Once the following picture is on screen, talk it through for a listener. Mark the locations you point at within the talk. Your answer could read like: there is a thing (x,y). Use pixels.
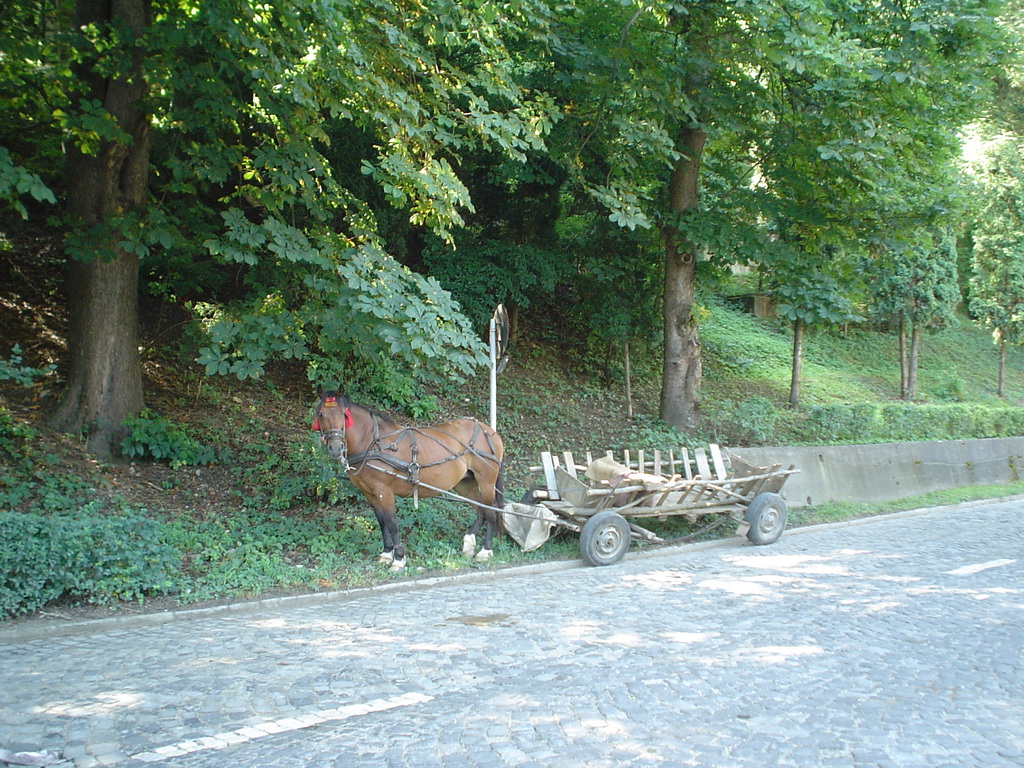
This picture is taken beside the road (726,714). In the center (491,468), there is a horse (422,425) tied with a rope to a cart (633,492). At the top (417,143), there are trees (652,268) and plants (652,371).
